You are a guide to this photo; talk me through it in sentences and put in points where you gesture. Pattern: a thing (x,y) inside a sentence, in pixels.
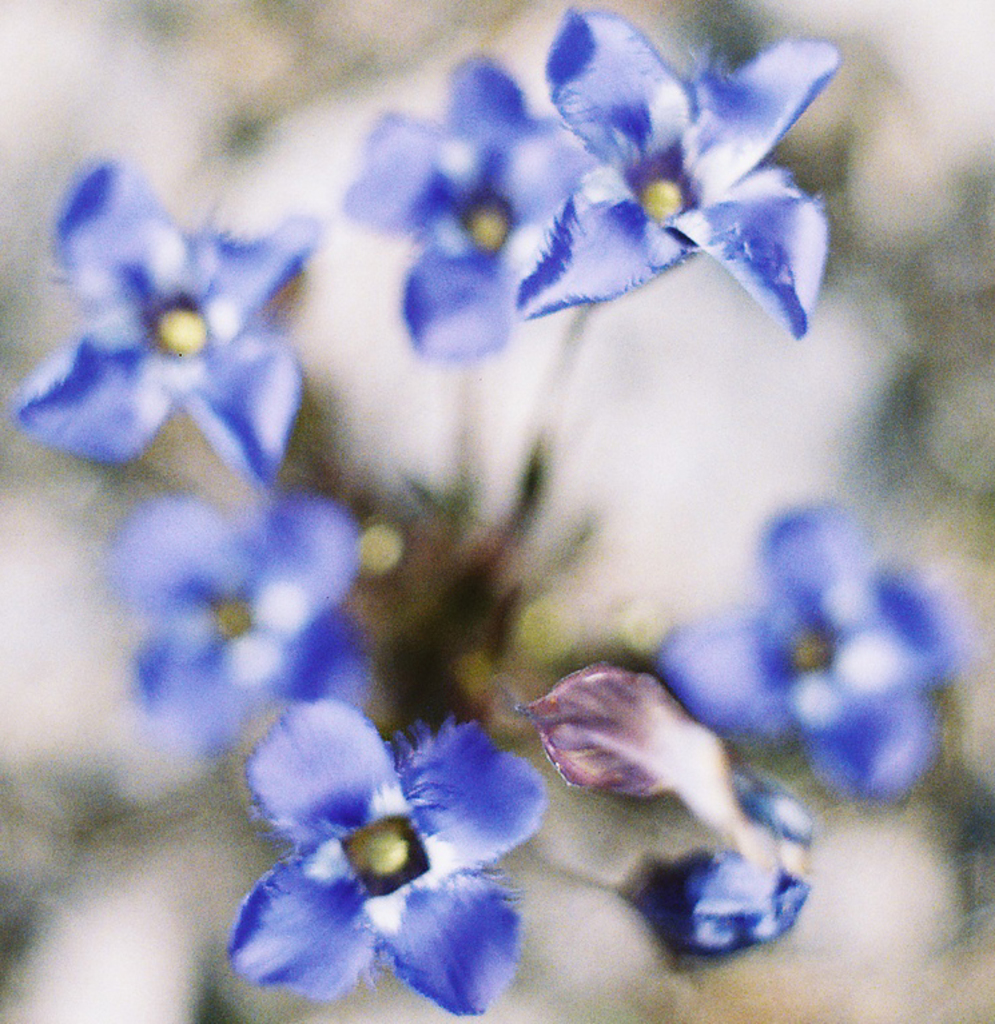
There are few blue colored flowers (498,777) which has yellow color in middle of it.
